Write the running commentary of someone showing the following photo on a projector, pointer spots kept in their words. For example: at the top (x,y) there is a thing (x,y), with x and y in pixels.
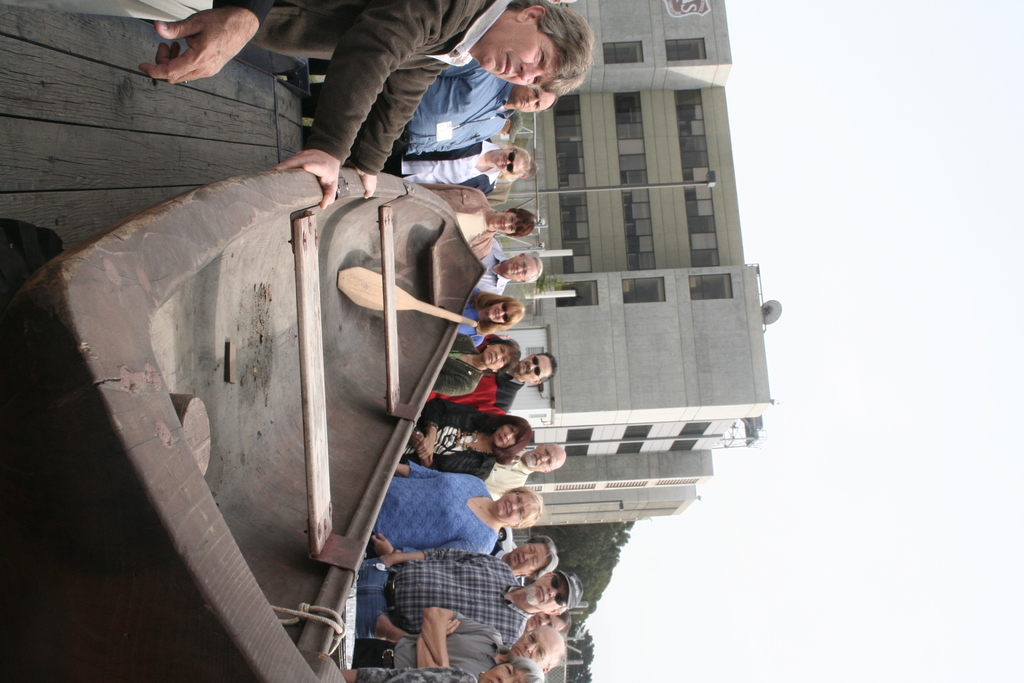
In this image we can see few persons (514,109) are standing and among them a man (382,159) is holding a boat (279,308) with his hands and there is a small paddle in the boat (288,437). In the background (617,478) there are buildings (633,430), trees (604,564), poles (545,255), objects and the sky (780,291).
